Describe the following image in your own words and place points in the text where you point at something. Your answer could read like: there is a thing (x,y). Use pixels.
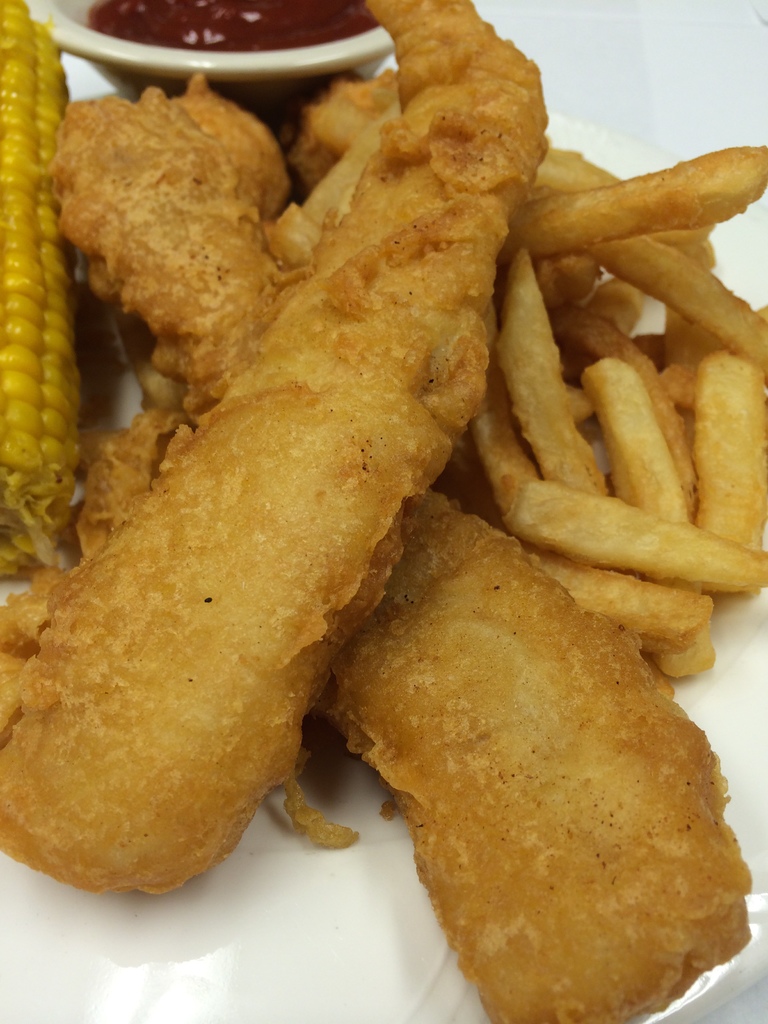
In the picture we can see some fried snacks (324,839) on the white colored plate (269,874) and beside it, we can see a part of the maize (29,475) and a small bowl (244,62) with a sauce (366,20) in it.
